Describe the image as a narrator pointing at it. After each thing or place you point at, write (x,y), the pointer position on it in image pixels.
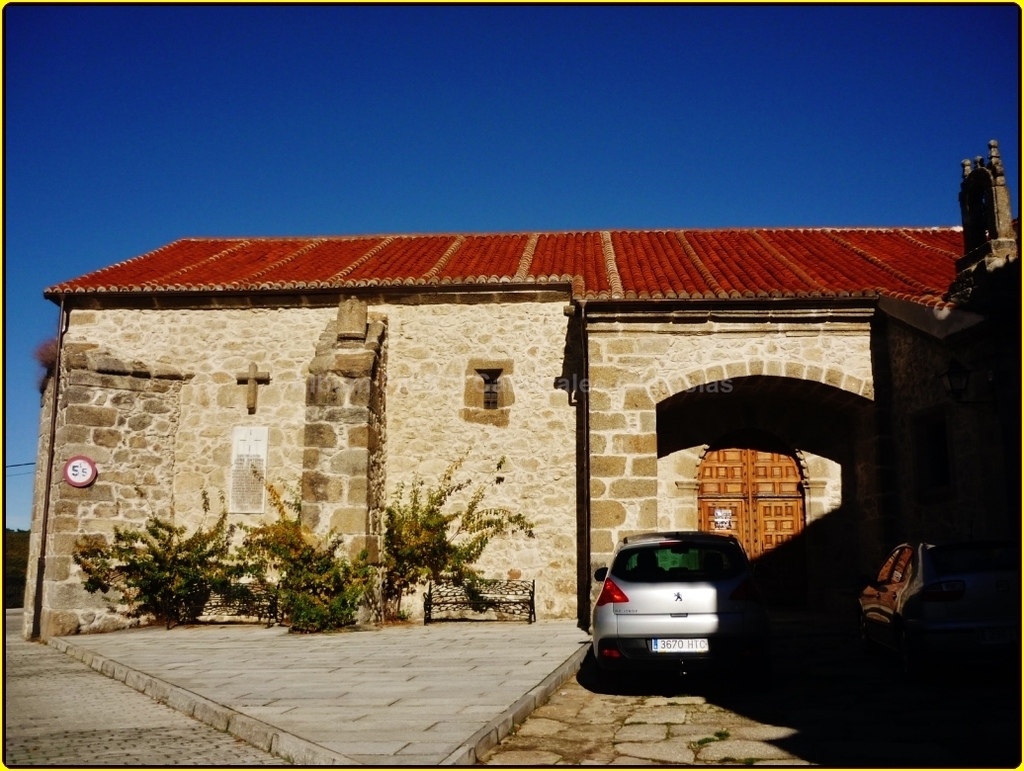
In the background (792,138) we can see the sky (457,106). In this picture we can see a house (950,476), door (702,524), plants (196,575), bench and an object (86,476) on the wall (89,496). We can see a car (656,546) near to the house (101,473). At the bottom portion of the picture (610,714) we can see the pathway (118,746).
